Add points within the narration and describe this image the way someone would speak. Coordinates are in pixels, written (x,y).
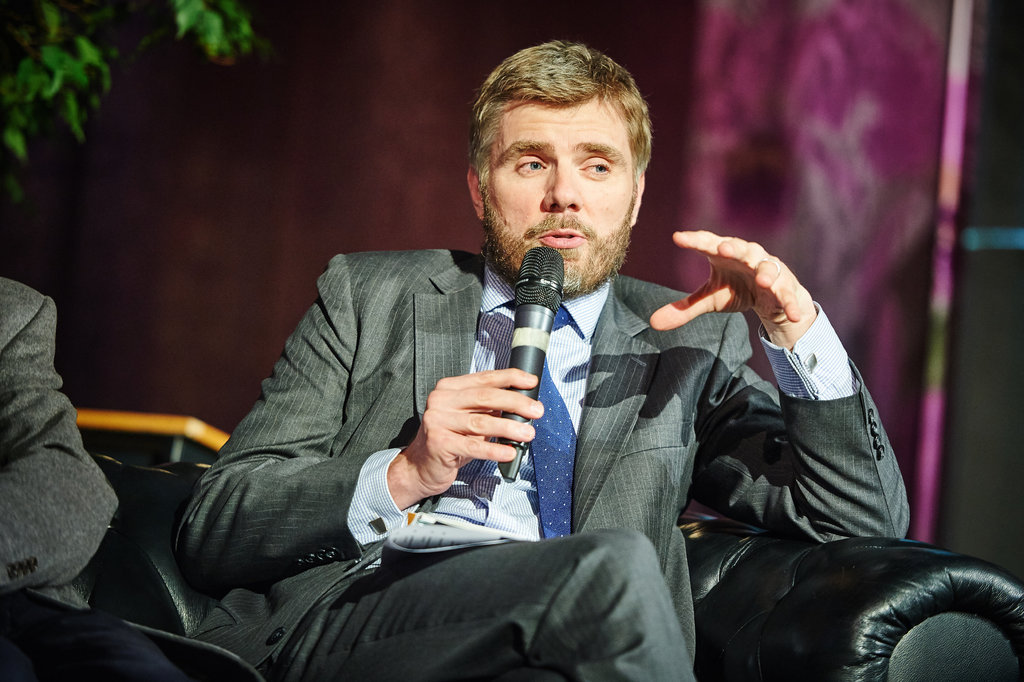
This is a picture of a man (618,483) sitting on a chair (756,600) holding a microphone (532,330). Background of the man (471,376) is a wall (732,116).
